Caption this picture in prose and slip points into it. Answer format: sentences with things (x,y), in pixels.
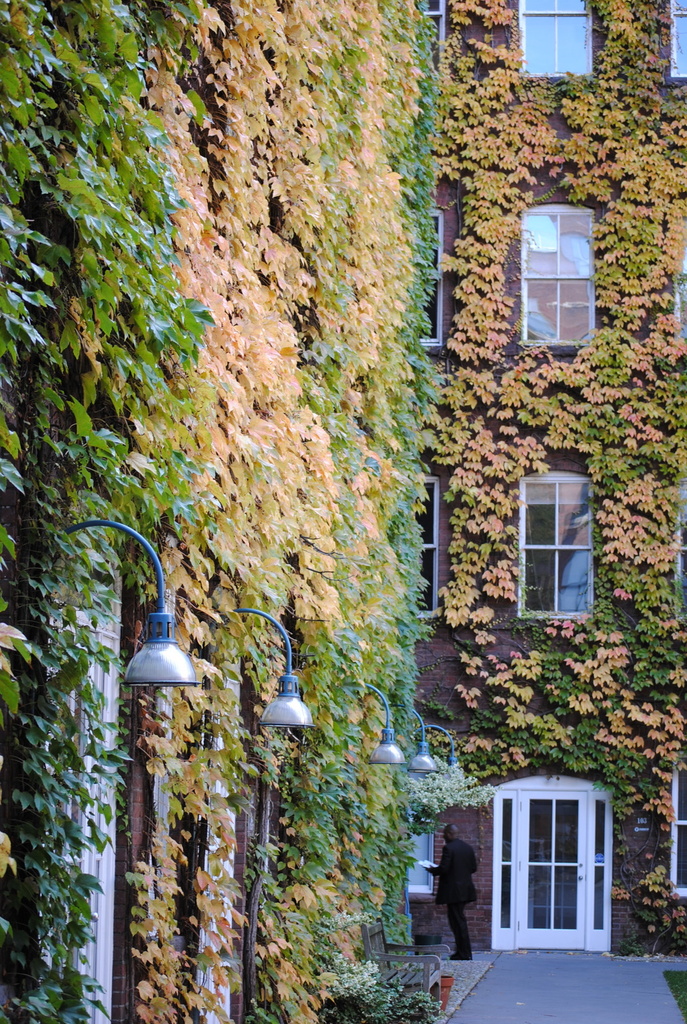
In this image I can see a buildings (533,379) and windows (554,572). One person (469,895) is standing and wearing black dress (453,900). I can see light poles (295,700) and leaves (317,288) on the building (512,520). They are in green and brown color. I can see a white door (564,886).
